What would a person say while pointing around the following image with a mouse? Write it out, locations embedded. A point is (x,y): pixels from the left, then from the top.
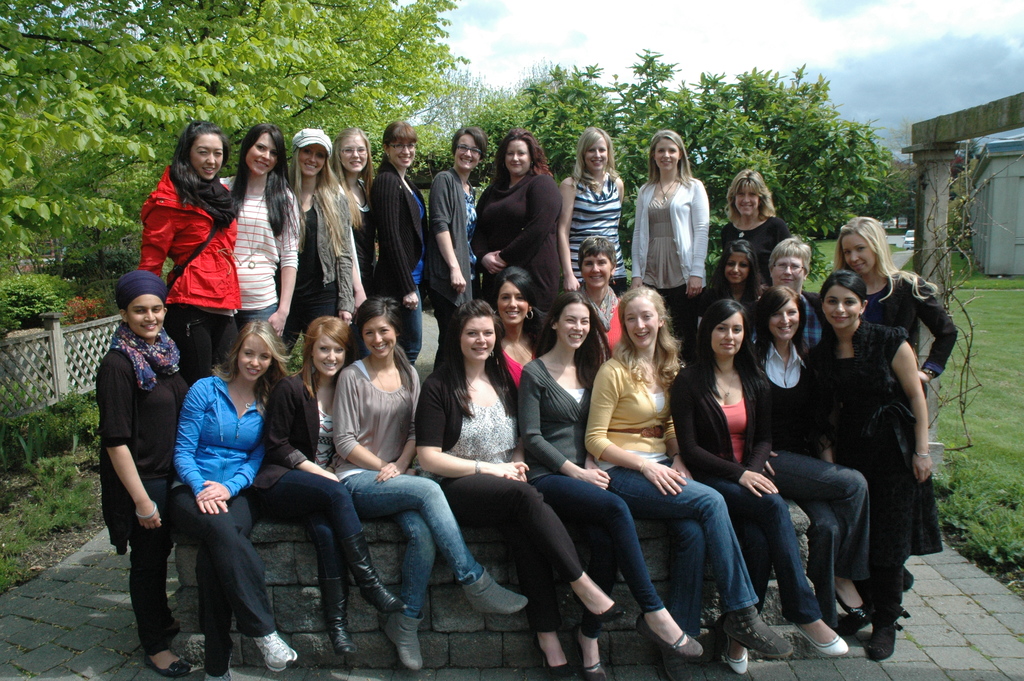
In this image there are many people (401,374), they are posing with a smile to the camera. In the background of the image (545,119) there are trees (794,136) and sky (1022,71).
